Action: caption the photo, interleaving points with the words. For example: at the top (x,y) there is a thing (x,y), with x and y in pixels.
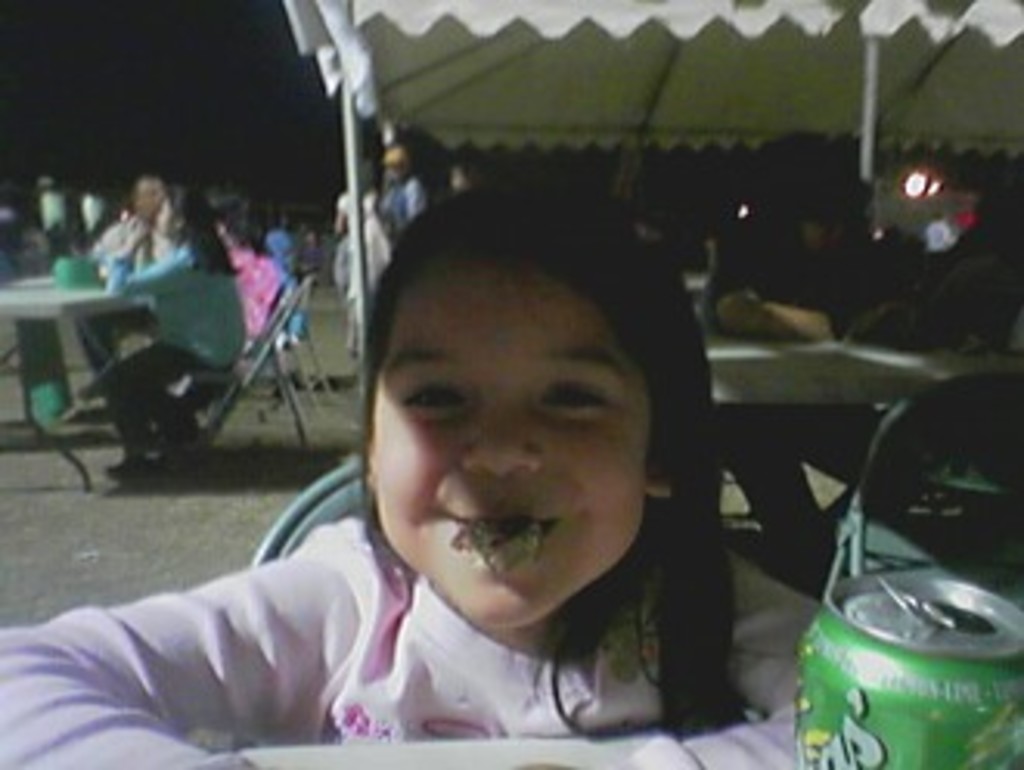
Here we can see a girl (547,590) sitting on the chair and there is a tin (867,698). There are few persons (972,255) sitting on the chairs (993,389). Here we can see tables (58,314), chairs (1013,376), poles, lights (737,205), and a tent (834,17). There is a dark background (261,139).
